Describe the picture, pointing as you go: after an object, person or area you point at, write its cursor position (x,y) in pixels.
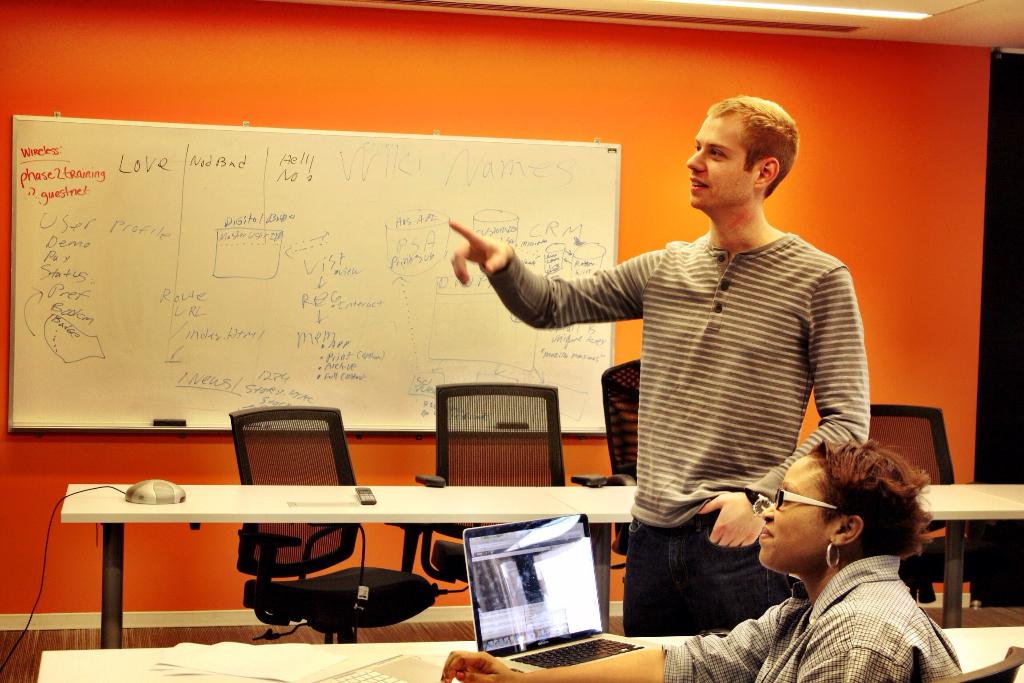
In this picture i could see the person (720,191) standing and speaking regarding something and down the lady (818,473) is sitting and watching towards what he is showing. In front of the lady (679,650) there is laptop (554,612) and some papers (305,677) and she is sitting on the chair (1003,661) black color chair (949,681) beside her there is white colored table (961,635) and in the back ground (259,85) i could see the orange colored wall (378,65) and to the wall (510,80) there is a white color board (292,178) hanging over and there is a brush (165,426) black color one on the white board (173,418).
